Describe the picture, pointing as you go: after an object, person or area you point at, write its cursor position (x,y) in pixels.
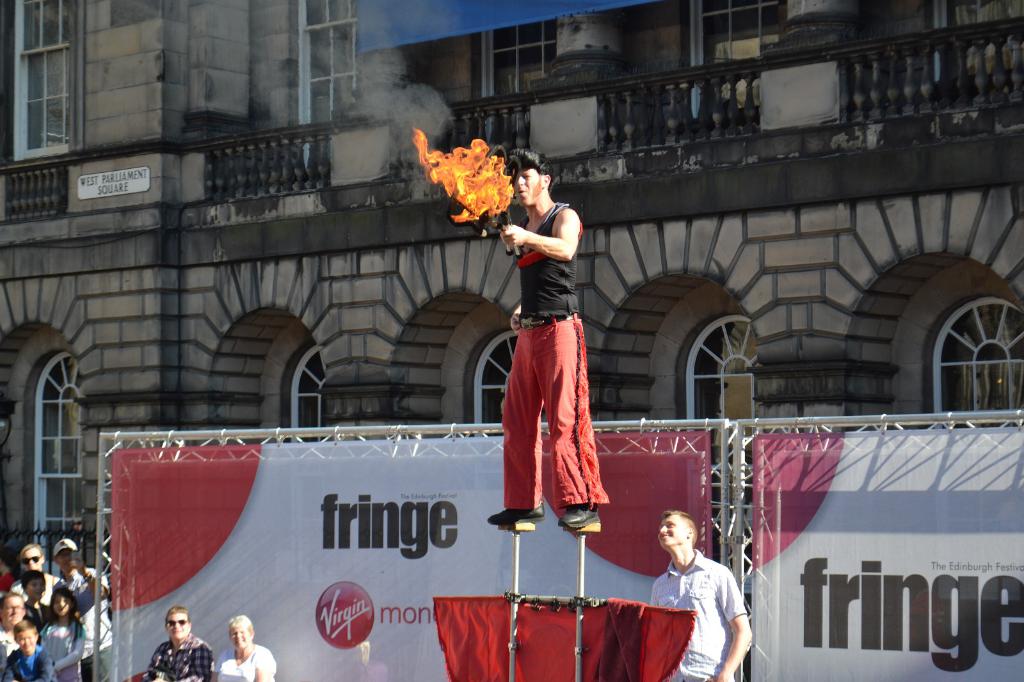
In this picture there is a man (522,199) in the center of the image (542,396), by holding fire object (434,167) in his hand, he is standing on the poles (575,604), there are people (68,559) at the bottom side of the image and there is a poster (486,454) at the bottom side of the image (423,476), there is a huge building (65,485) in the background area of the image (31,243).
